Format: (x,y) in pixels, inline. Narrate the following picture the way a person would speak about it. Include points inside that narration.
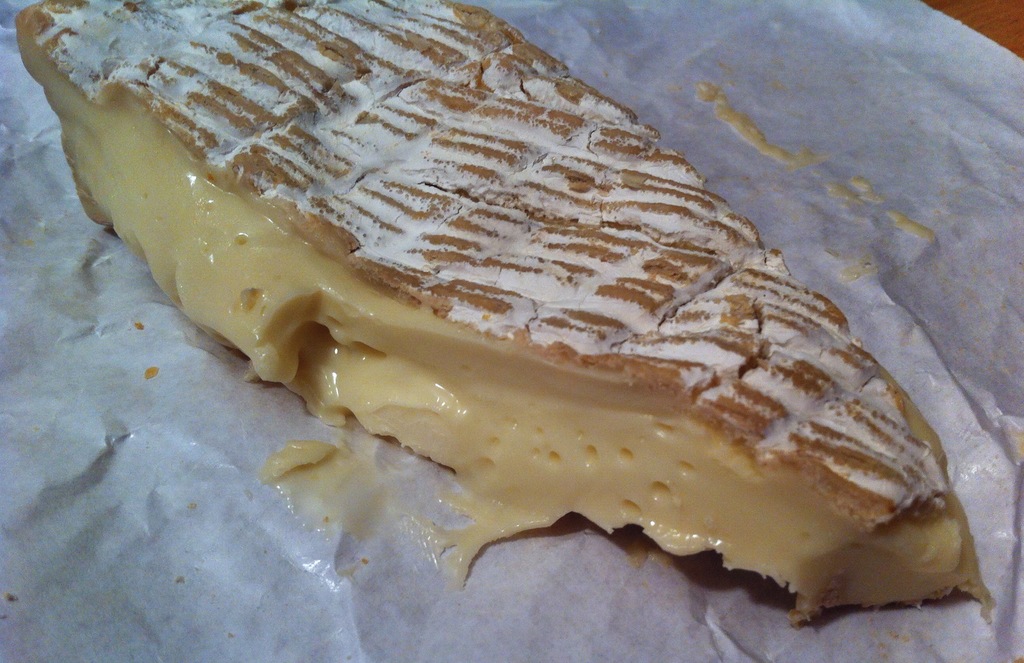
In this picture we can see some eatable item (569,283) is placed on the table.
